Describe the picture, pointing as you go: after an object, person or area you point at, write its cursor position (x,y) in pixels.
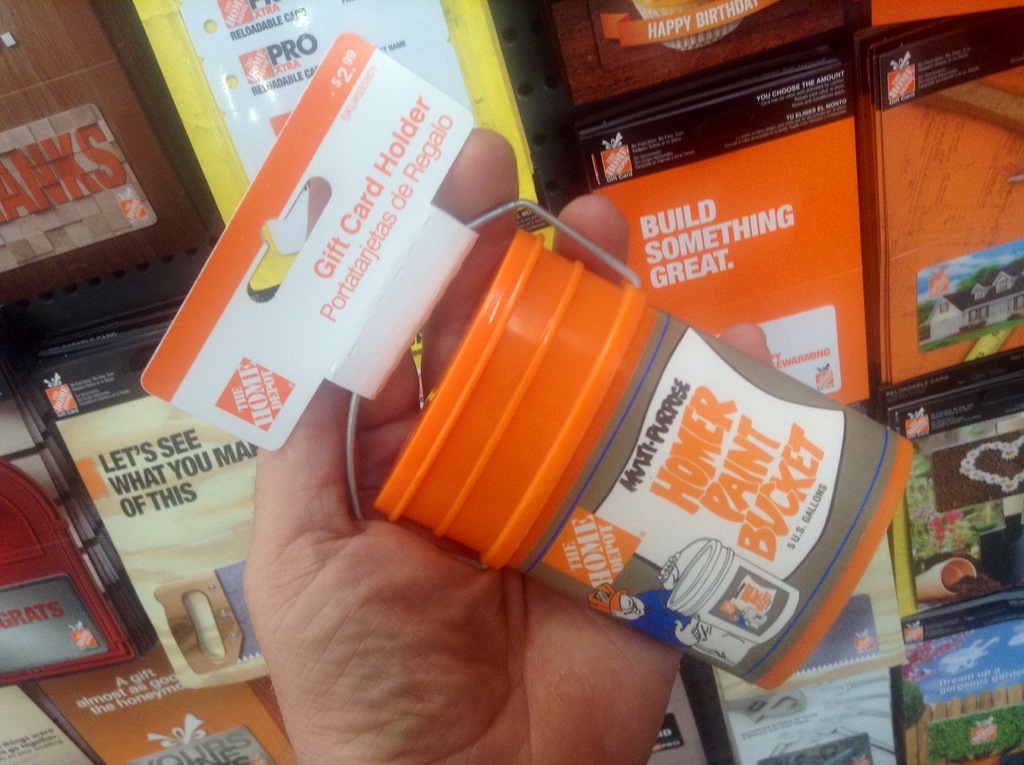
In this image there is a person's hand (360,619) truncated, there is an object (554,493) in the person's hand (466,303), there are objects (809,143) behind the person's hand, there are objects (988,315) truncated towards the right of the image (933,305), there are objects (64,356) truncated towards the left of the image (54,507), there are objects (489,12) truncated towards the top of the image (211,11), there are objects (200,740) truncated towards the bottom of the image (168,686).
